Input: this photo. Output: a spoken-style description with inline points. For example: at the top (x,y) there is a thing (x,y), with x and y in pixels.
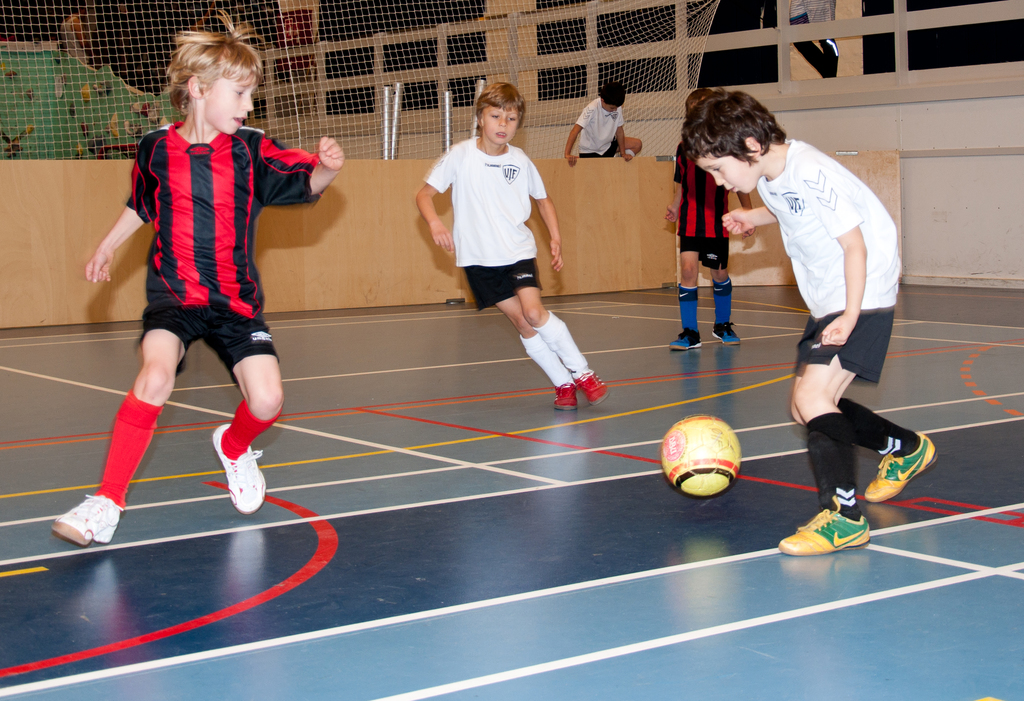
Here I can see four children (429,219) wearing t-shirts (226,300) and playing football on the floor (311,587). In the background (147,233) there is a wall (545,171) and a net (478,82). At the top of the image (587,30) there is a railing (905,25). Behind the railing (803,36) one person (803,18) is standing and there is another person (606,130) on the wall (592,222).
